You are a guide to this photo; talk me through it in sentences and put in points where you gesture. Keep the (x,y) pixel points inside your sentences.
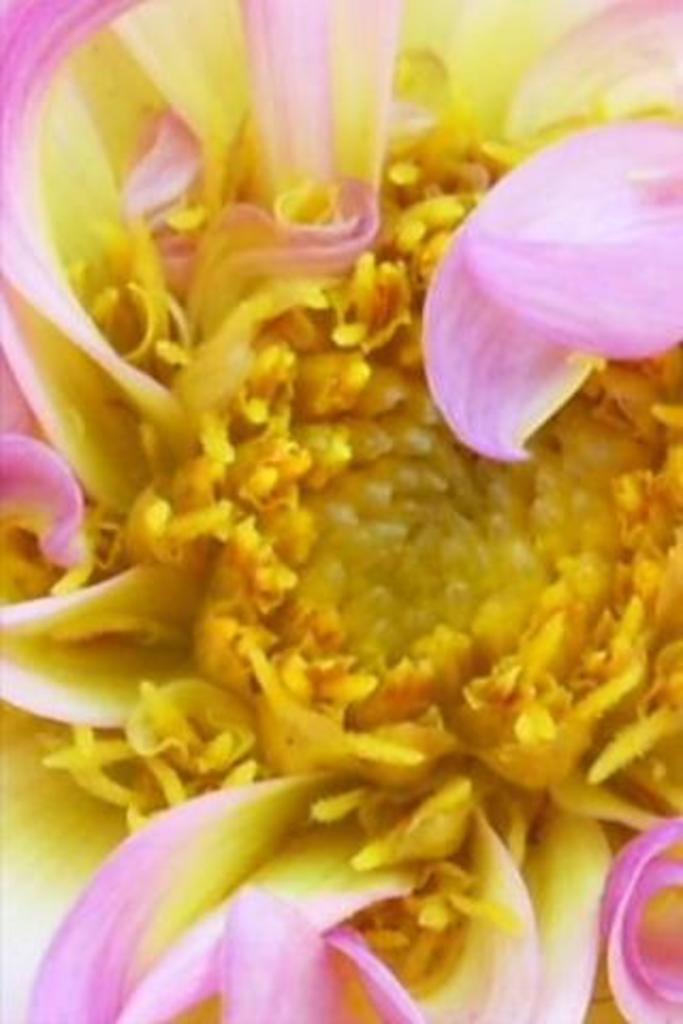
This image consists of a flower (538,676) in pink color. In the middle (299,563), we can see the pollen grains (457,527).
